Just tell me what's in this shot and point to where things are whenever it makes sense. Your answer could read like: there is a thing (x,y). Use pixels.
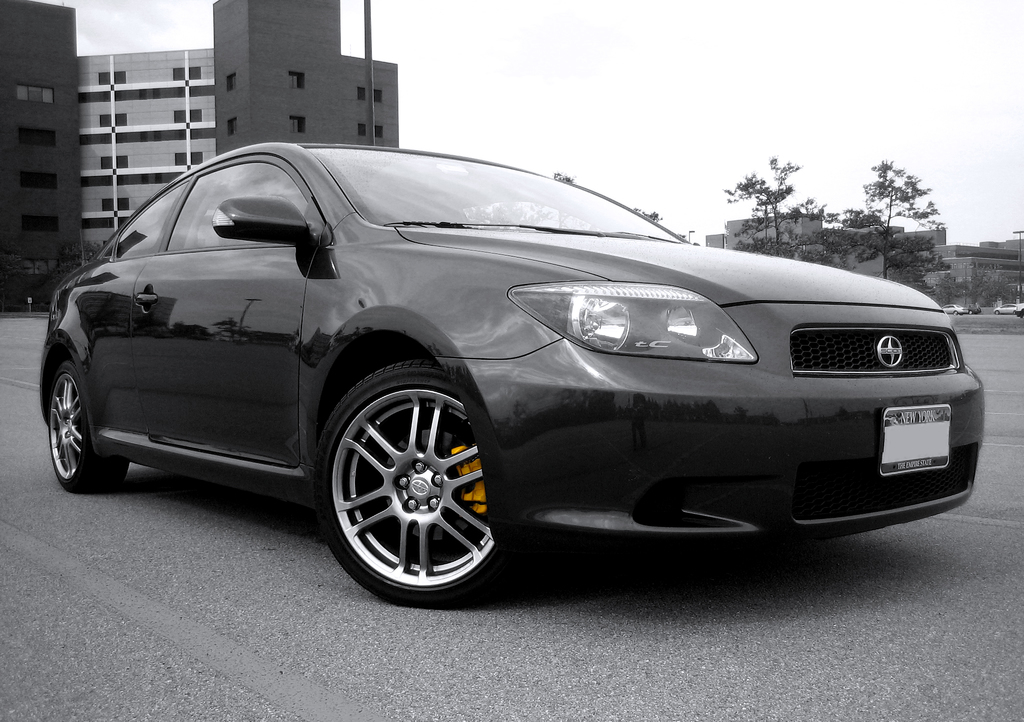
In this image we can see buildings (322,86), poles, trees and motor vehicles (476,486) on the road (268,622).
